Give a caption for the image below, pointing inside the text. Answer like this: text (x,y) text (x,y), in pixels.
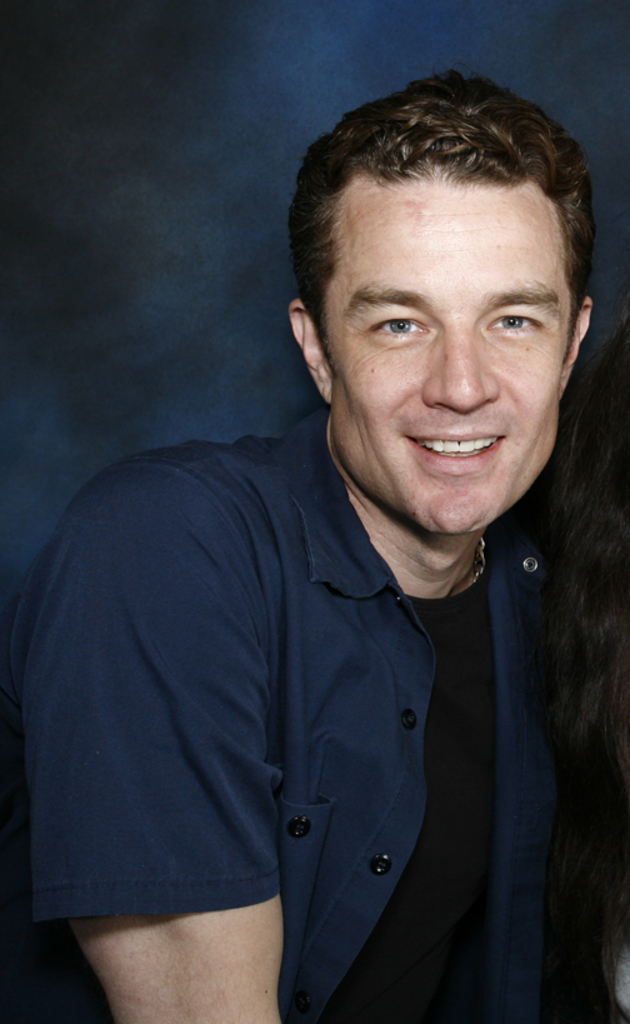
This image consists of a person (271,552). He is the man (305,583). He is wearing navy blue shirt (357,854). He is smiling.
